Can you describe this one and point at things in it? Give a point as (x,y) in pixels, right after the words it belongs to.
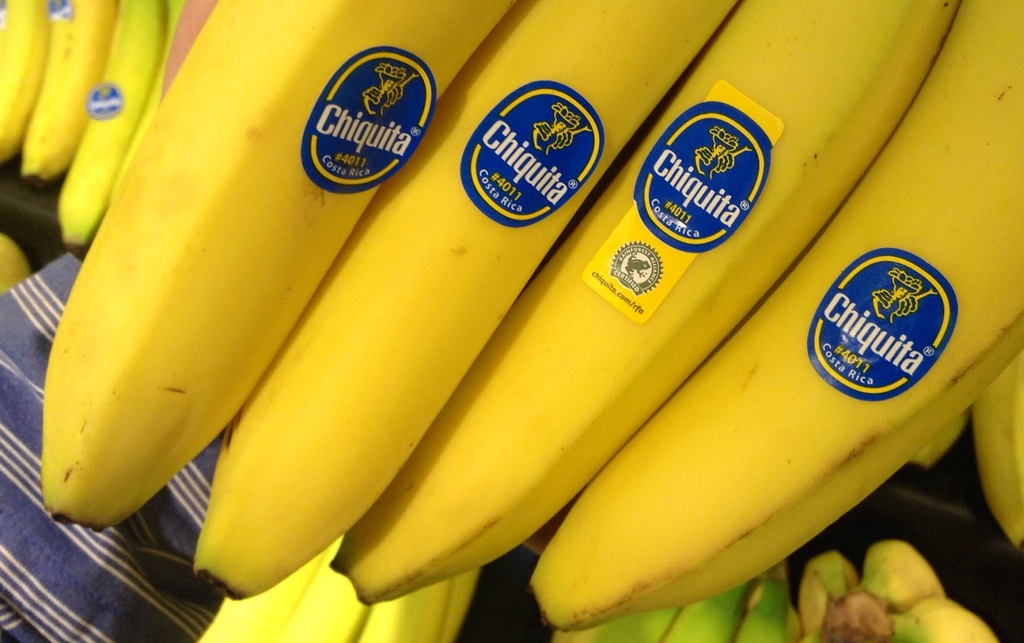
In this picture there is a person (5,497) holding the bananas (424,275) and there are stickers (377,137) on the bananas (785,398). At the bottom (686,640) there are bananas (376,611).
